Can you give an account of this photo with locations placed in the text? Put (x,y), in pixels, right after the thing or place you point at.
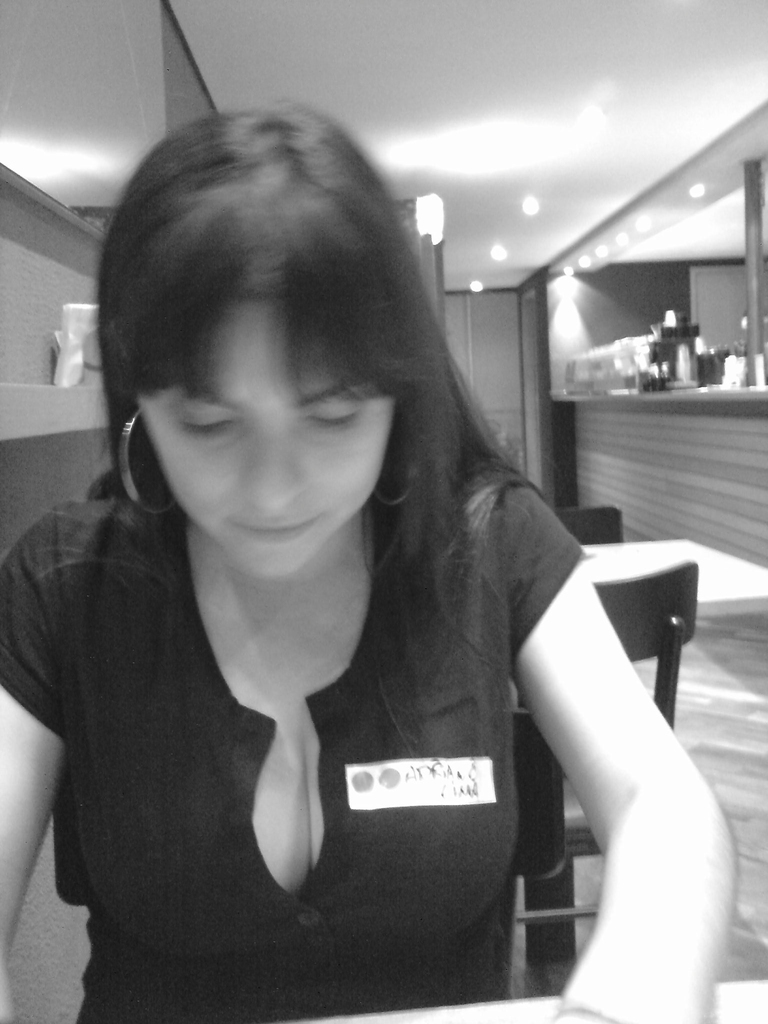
In the image we can see a woman (241,739) wearing clothes (335,801) and earrings (135,420), and the woman (298,836) is sitting on the chair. There are chairs (656,580) and a table (647,559), this is a floor (716,735) and a light (530,202). We can even see there are many objects (643,361).
